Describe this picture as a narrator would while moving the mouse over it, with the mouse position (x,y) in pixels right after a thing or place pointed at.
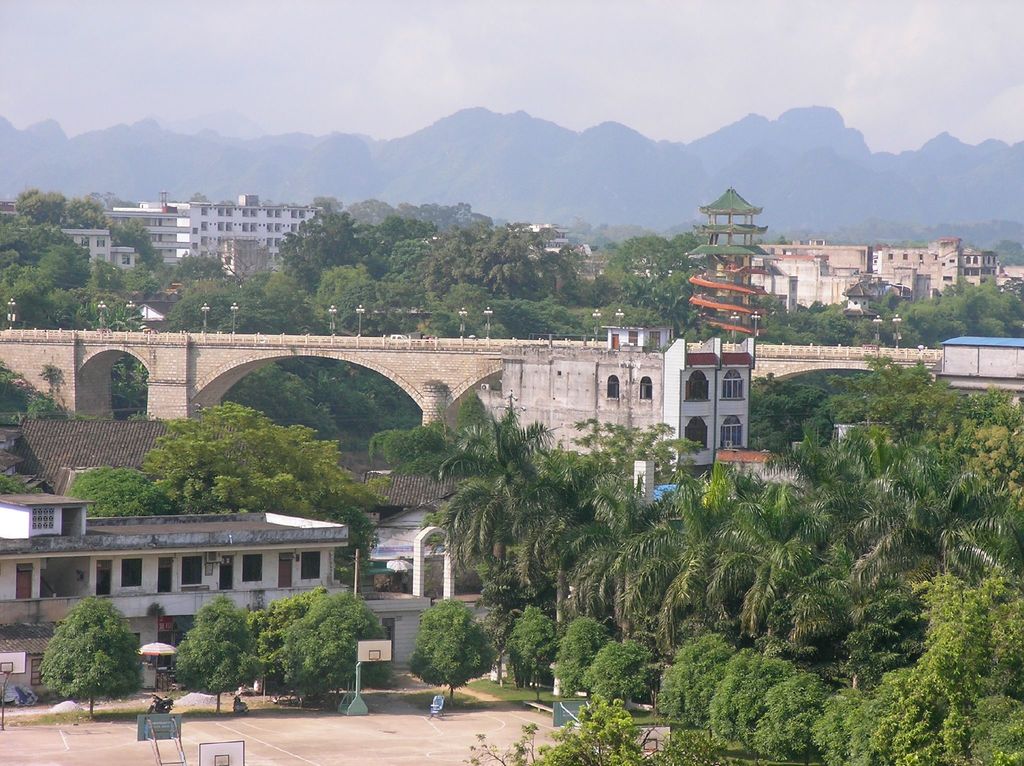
In this picture we can see buildings (161,246) with windows (249,227), trees (332,500), mountains (330,190) and in the background (884,66) we can see the sky (403,60) with clouds (703,60).
